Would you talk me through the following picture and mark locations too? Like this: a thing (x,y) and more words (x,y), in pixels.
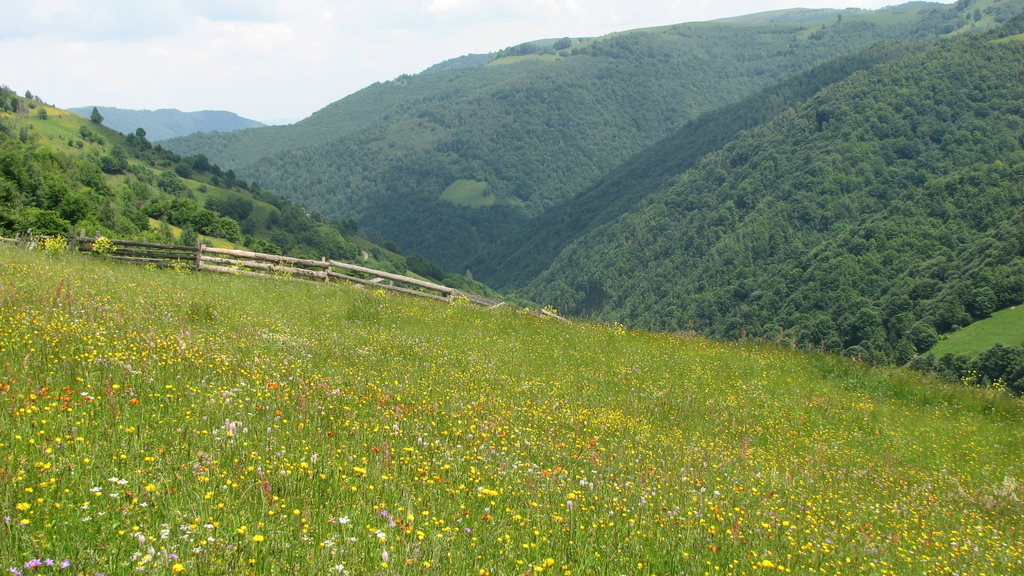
In this image we can see a flower garden (457,450). There is a fencing (217,259) in the image. There are many trees (825,242) in the image. There are many forest mountains (782,164) in the image. There is a cloudy sky (148,69) in the image.
